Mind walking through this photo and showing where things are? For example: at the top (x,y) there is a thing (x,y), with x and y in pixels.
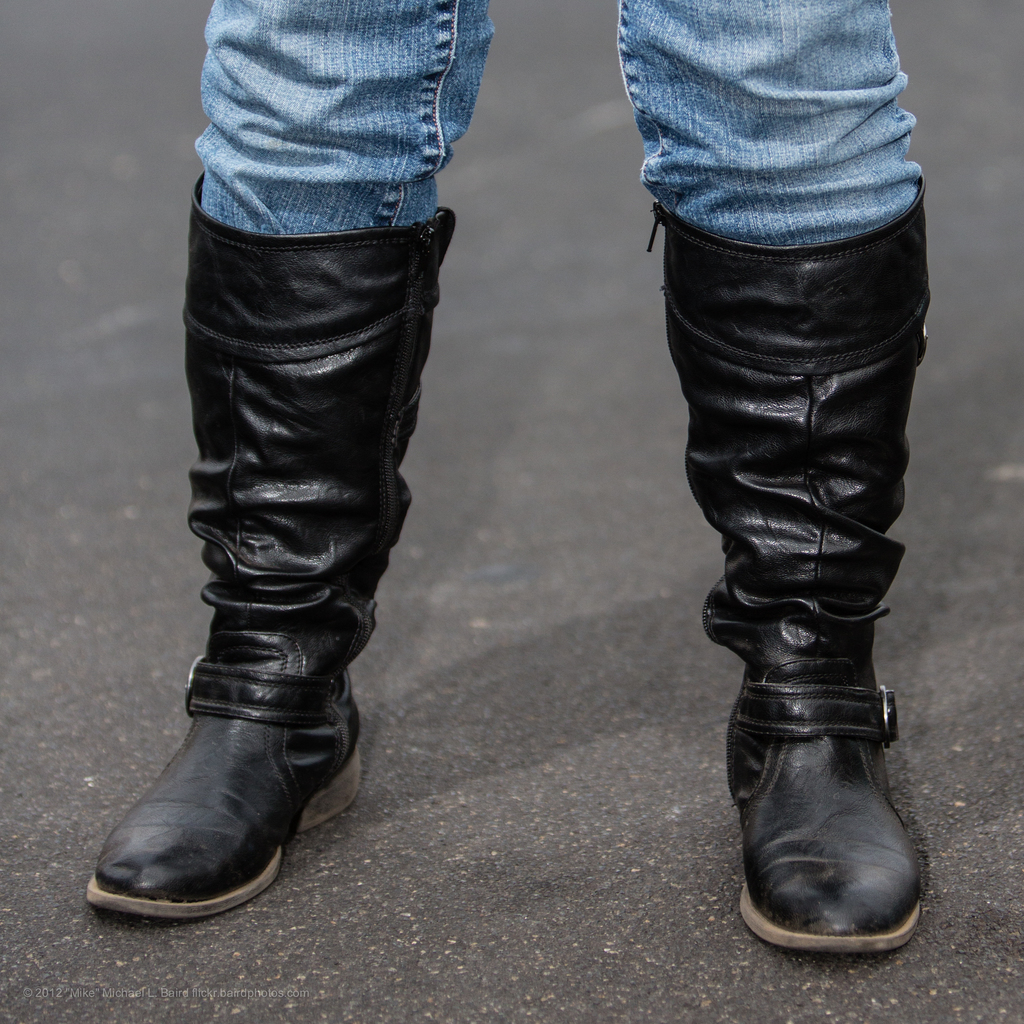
In the foreground of this image (772,307), there are legs (339,385) of a person (734,618) on the road (466,923).
